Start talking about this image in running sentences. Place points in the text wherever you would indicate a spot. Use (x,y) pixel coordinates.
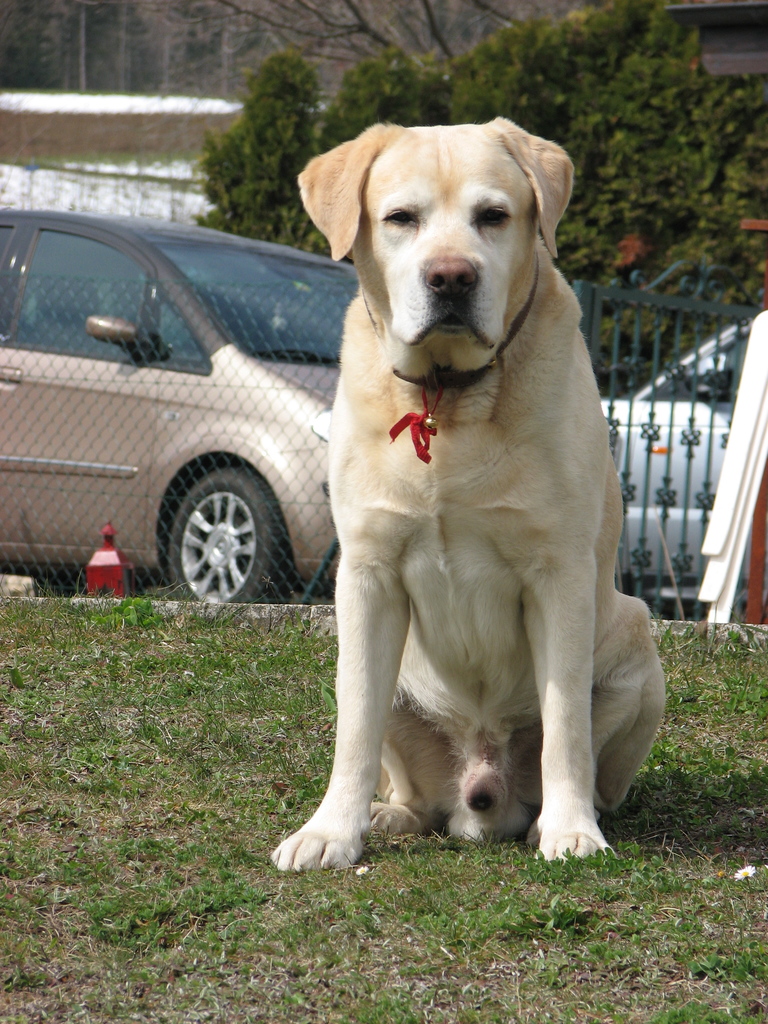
In this image we can a dog (491,754) is sitting on a grassy land (171,790), behind fencing (199,364), car (200,329) and tree (610,131) is present.
